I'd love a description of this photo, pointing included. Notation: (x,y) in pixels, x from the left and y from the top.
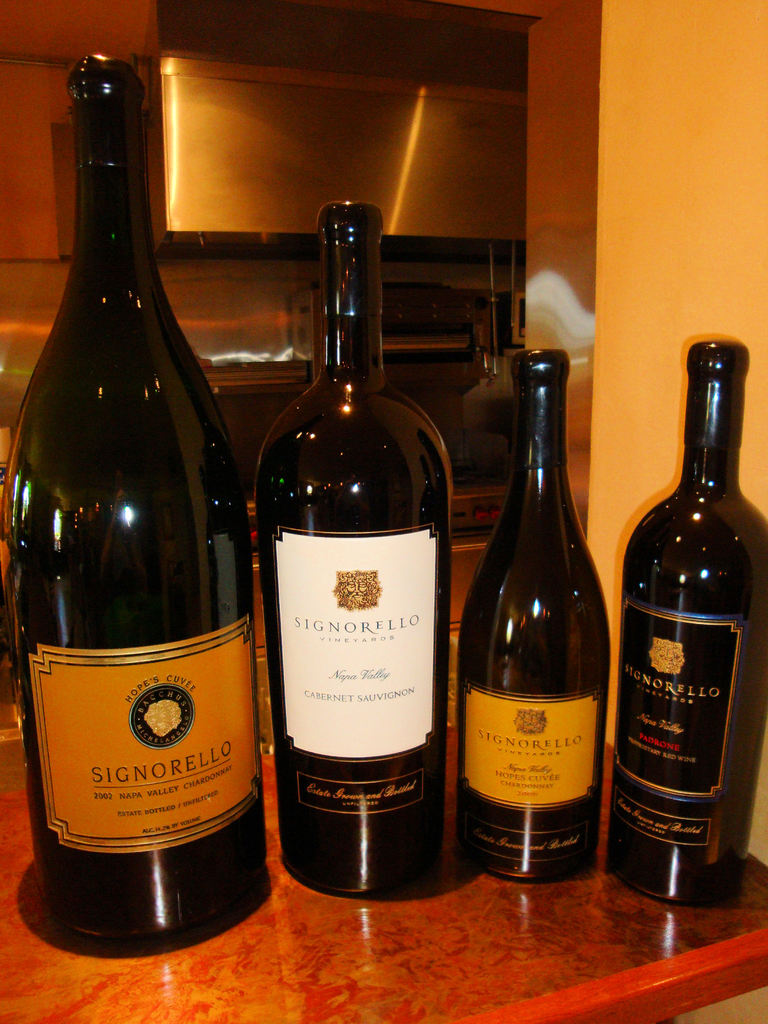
In this image there is an inside view of a room (443,309). There are four bottle (83,563) on the table (277,965). These bottles (723,561) has labels (623,689) and contains some text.
